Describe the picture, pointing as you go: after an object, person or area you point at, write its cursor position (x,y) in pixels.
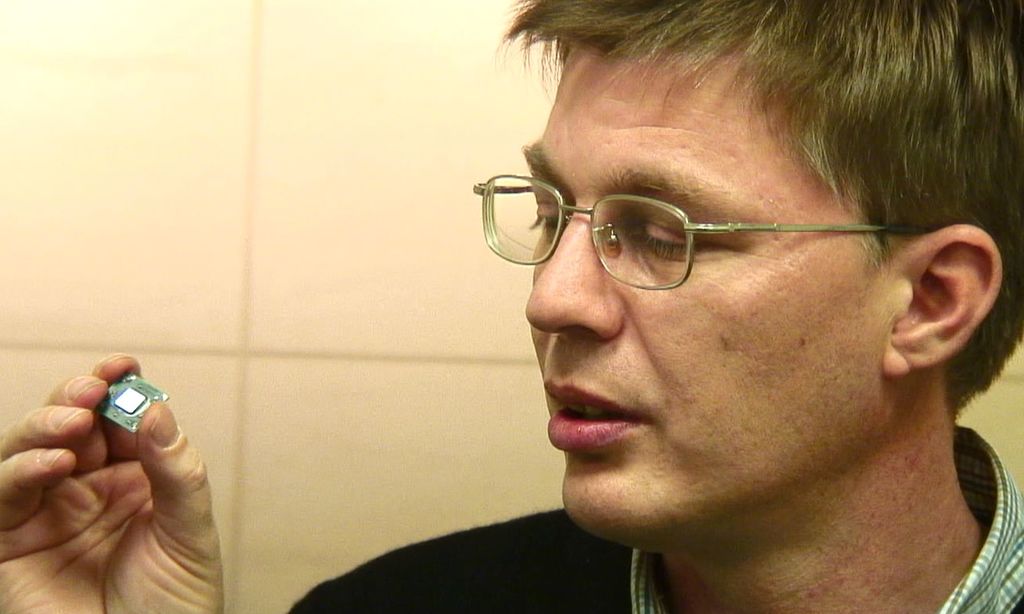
On the right side (795,470), there is a person (675,90) wearing a spectacle (639,262) and holding an object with a hand (145,457). In the background (458,475), there is a wall (468,280).
